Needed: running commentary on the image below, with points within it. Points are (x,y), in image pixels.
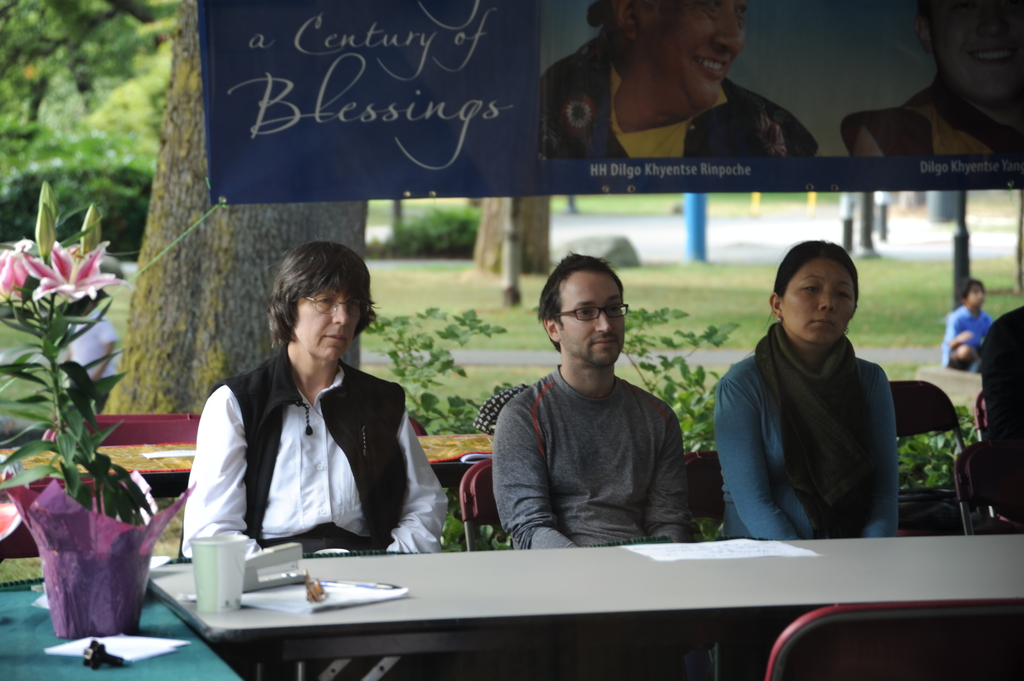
In this picture there are three people (545,381) sitting they have a table (718,598) in front of them which has disposable glass (230,590), papers (323,597) and in the background (234,248) there is a banner (225,130), tree (180,181) and some plants (470,323).
